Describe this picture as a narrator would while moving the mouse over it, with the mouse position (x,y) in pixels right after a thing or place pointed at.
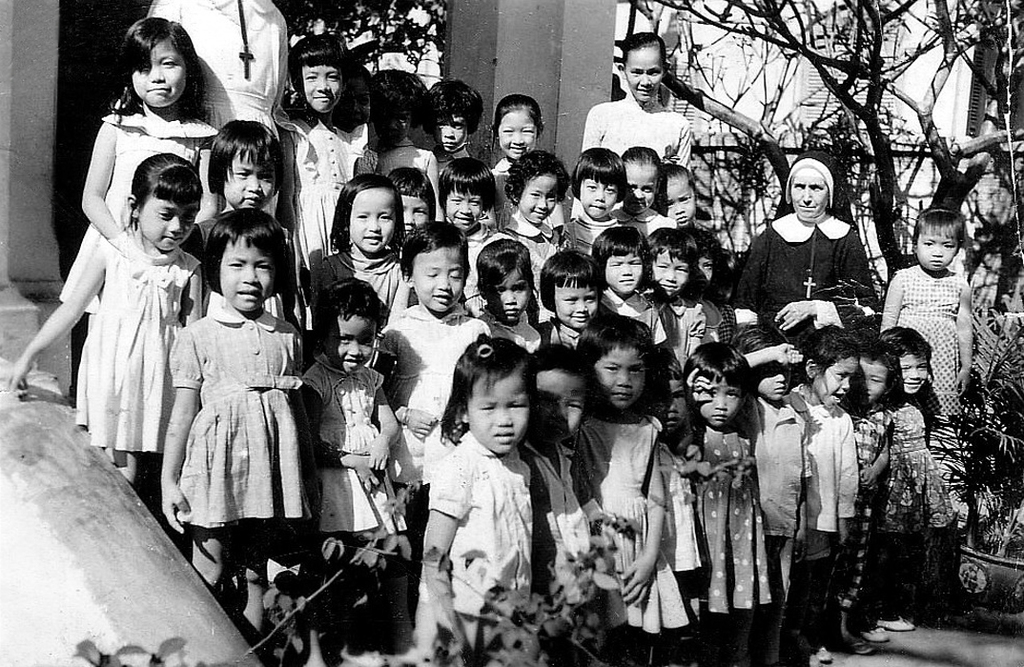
In this image there are group of persons (390,249) standing. In the background (368,15) there are trees (764,107) and there is a pillar (566,57) and there is a building (919,69).
